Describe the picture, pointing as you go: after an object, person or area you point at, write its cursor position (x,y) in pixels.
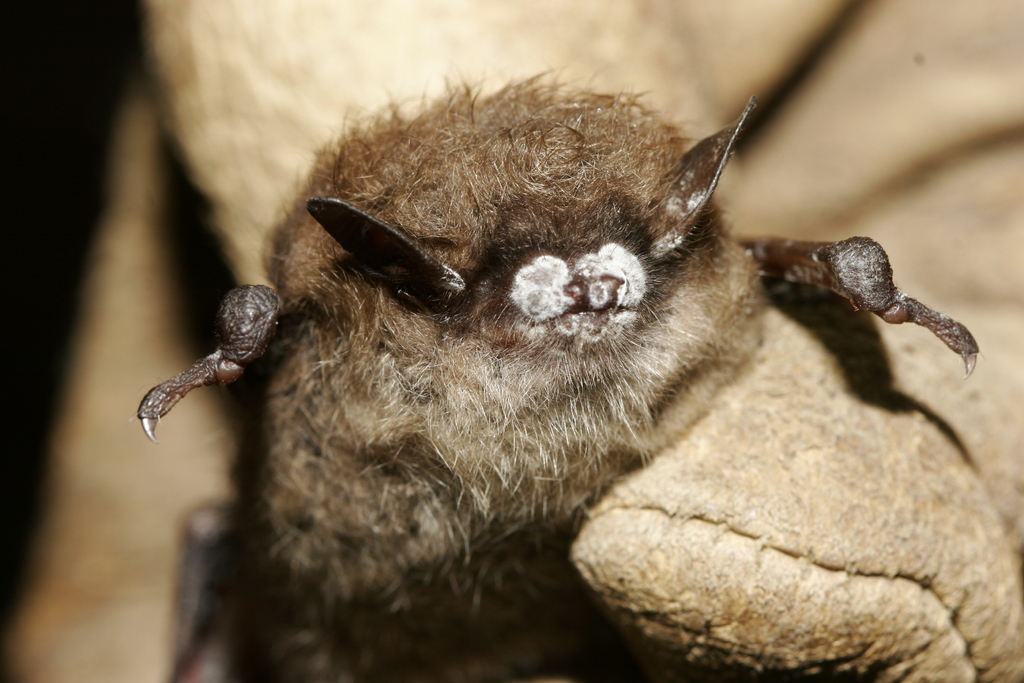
In this picture I can observe a bat (434,367) in the middle of the picture (383,353). This bat (454,315) is in brown color. The background (205,62) is blurred.
